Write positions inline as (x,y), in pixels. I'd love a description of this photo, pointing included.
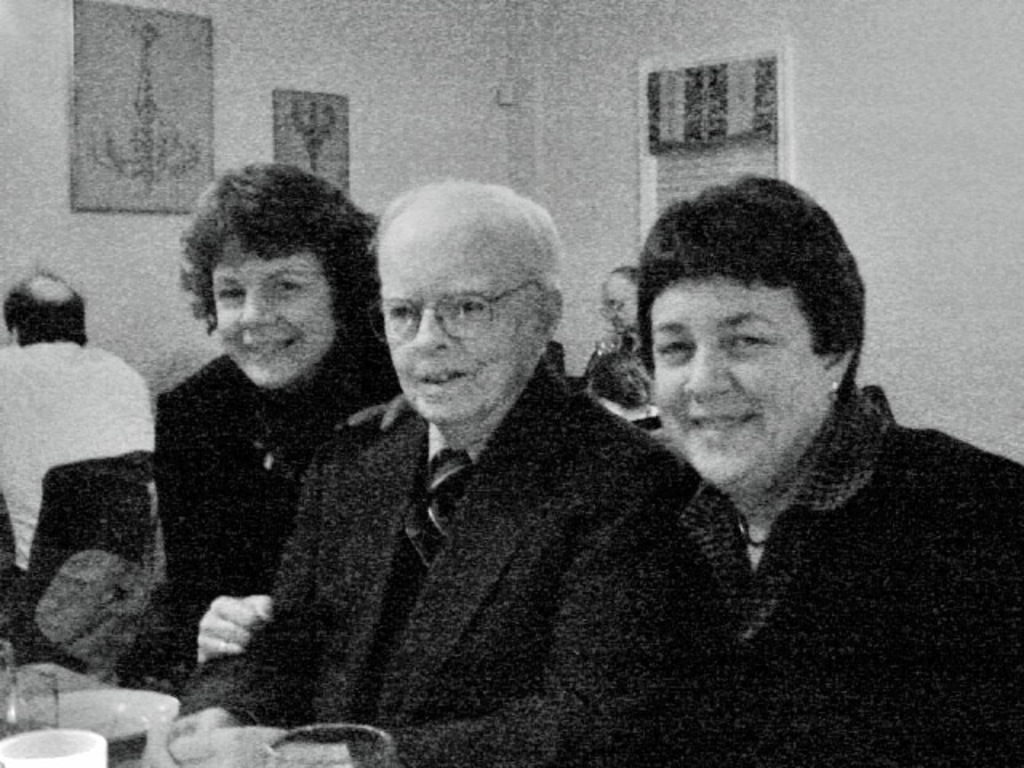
In this image we can see persons (698,373) smiling and they are sitting in front of the table (120,709). On the table (120,709) we can see the bowls (157,725) and glasses (324,746). In the background (149,178) we can see the frames (663,108) attached to the wall (875,137).
